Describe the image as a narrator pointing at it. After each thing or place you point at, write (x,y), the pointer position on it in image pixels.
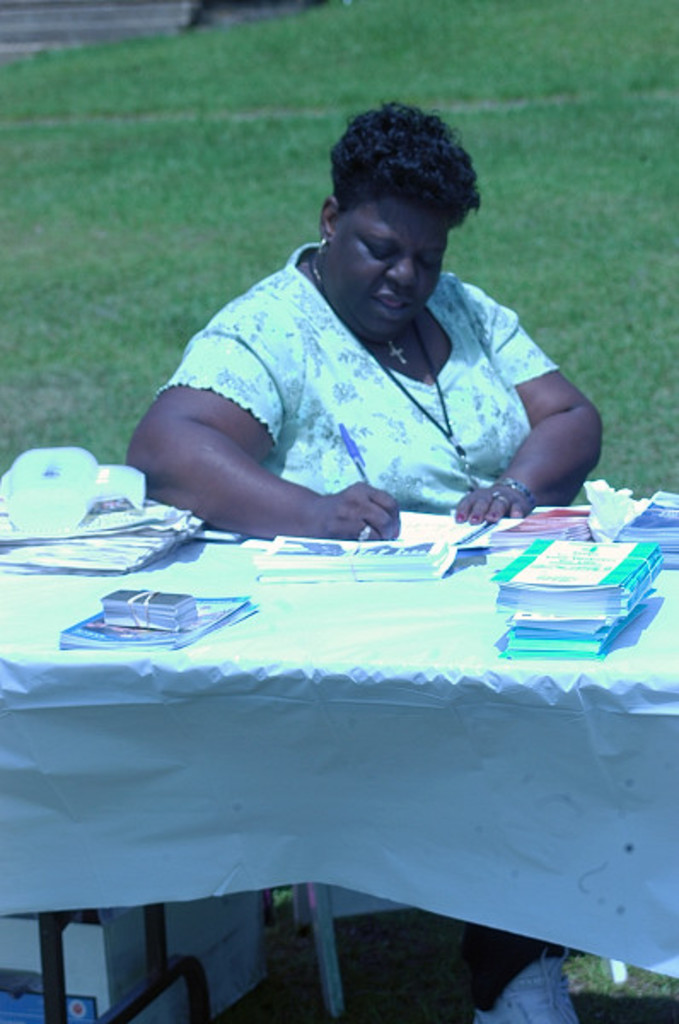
On this table (556,772) there is a sheet (550,730), books (657,574) and cards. Under this table (501,726) there are things (175,935). Beside this table (201,983) a woman (323,428) is holding a pen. Background (663,254) we can see grass (252,243).
